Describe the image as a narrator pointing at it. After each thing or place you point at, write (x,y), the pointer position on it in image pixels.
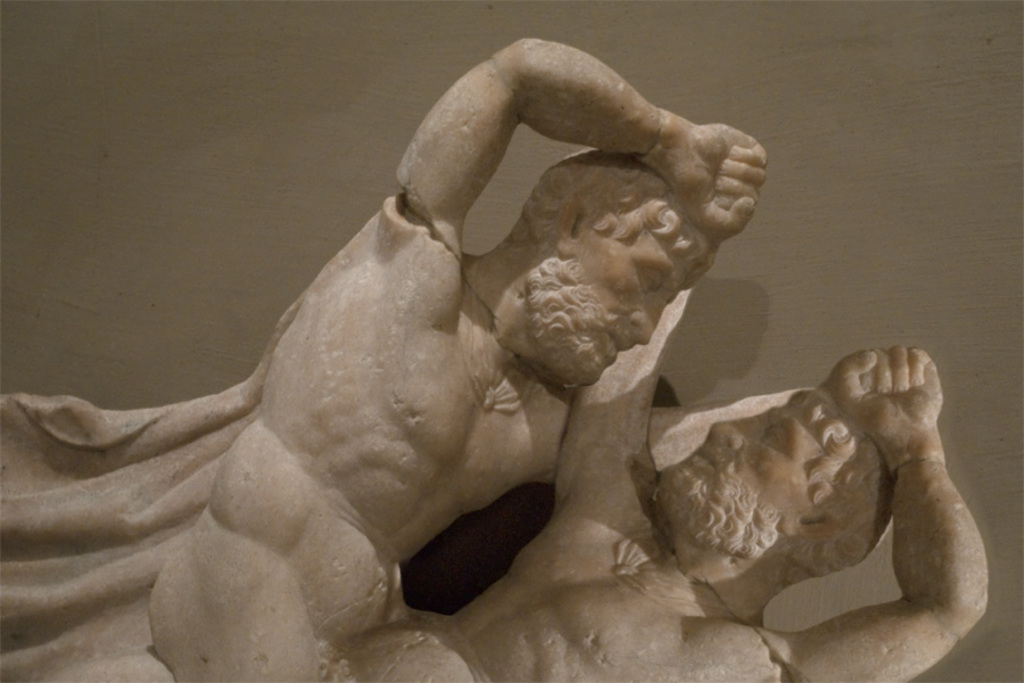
In this image I can see the statues (410,395) of two people (396,497) and I can see the cream color background (859,327).
